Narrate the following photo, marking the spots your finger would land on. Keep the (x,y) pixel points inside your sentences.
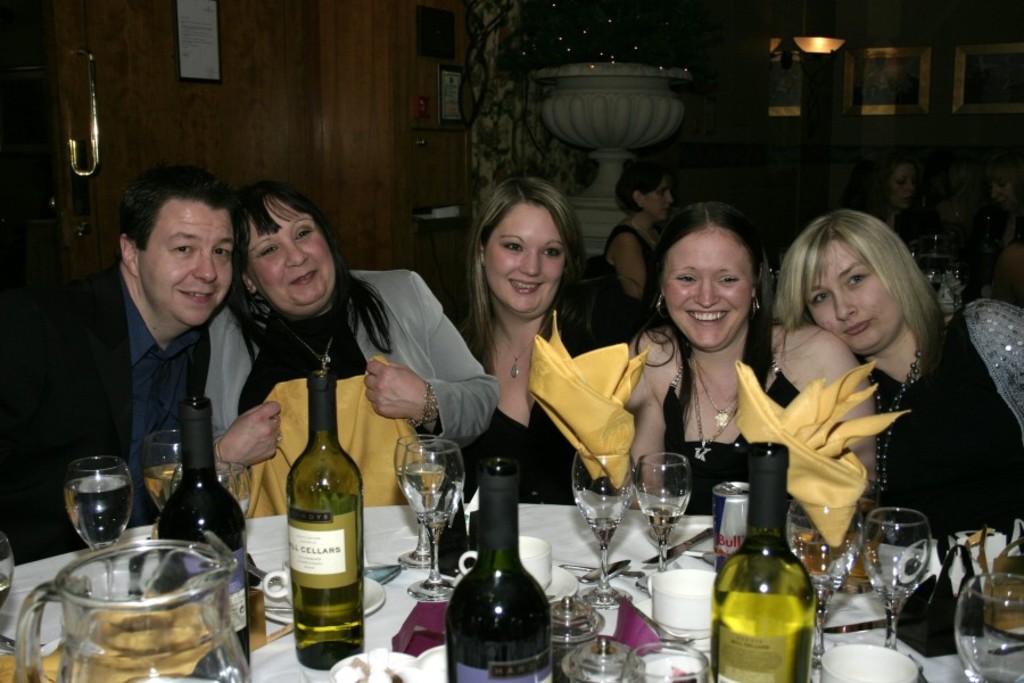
In this picture we can see persons (980,334) smiling. This is a table (439,637) with full of bottles (736,635), glasses (164,490) and a jar (184,630). On the background (283,106) we can see a door (244,104) and this is a flower pot (609,66). This is the light (810,37). We can see few people (927,221) on the background (659,212).
